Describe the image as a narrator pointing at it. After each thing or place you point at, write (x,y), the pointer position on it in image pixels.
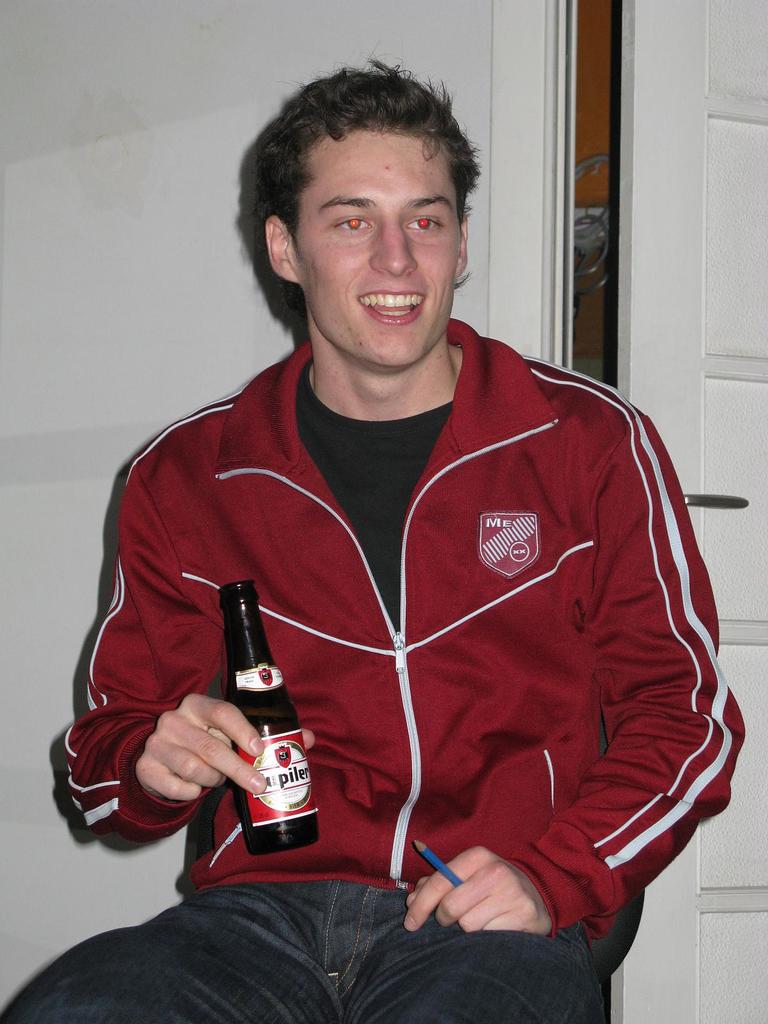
In this image the man (117,558) is holding a bottle (284,766) and a pencil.
